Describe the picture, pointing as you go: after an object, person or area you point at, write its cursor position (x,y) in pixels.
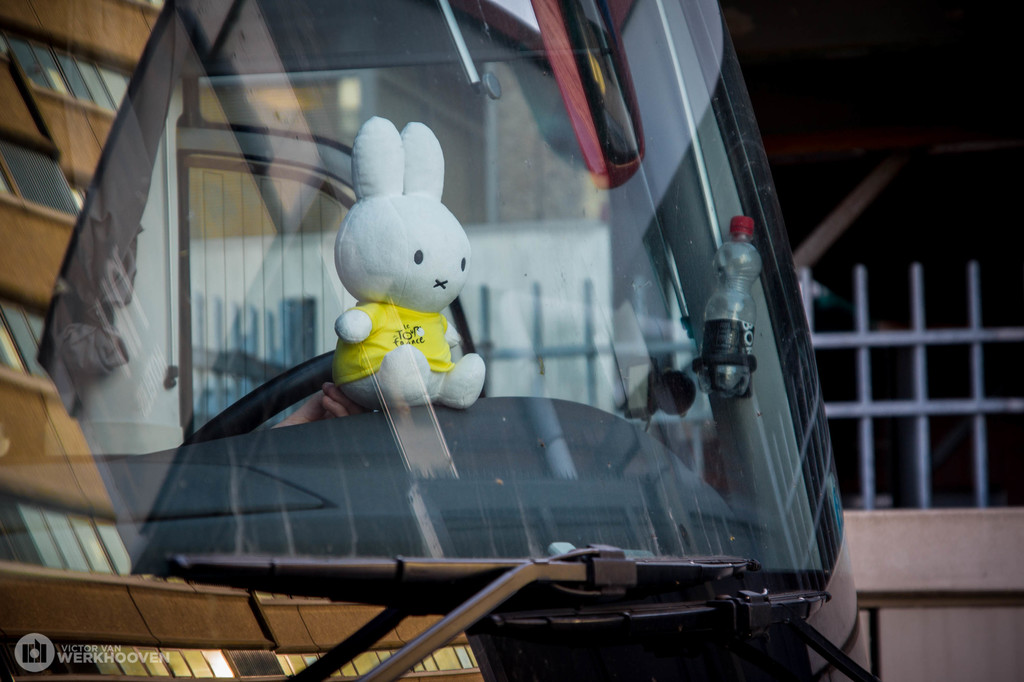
In this picture I can see a white color soft toy (388,369) in a vehicle (413,474). I can also see a bottle (718,315) attached to the glass (548,346) of a vehicle (373,452). In the background (982,373) I can see a fence (976,349).
